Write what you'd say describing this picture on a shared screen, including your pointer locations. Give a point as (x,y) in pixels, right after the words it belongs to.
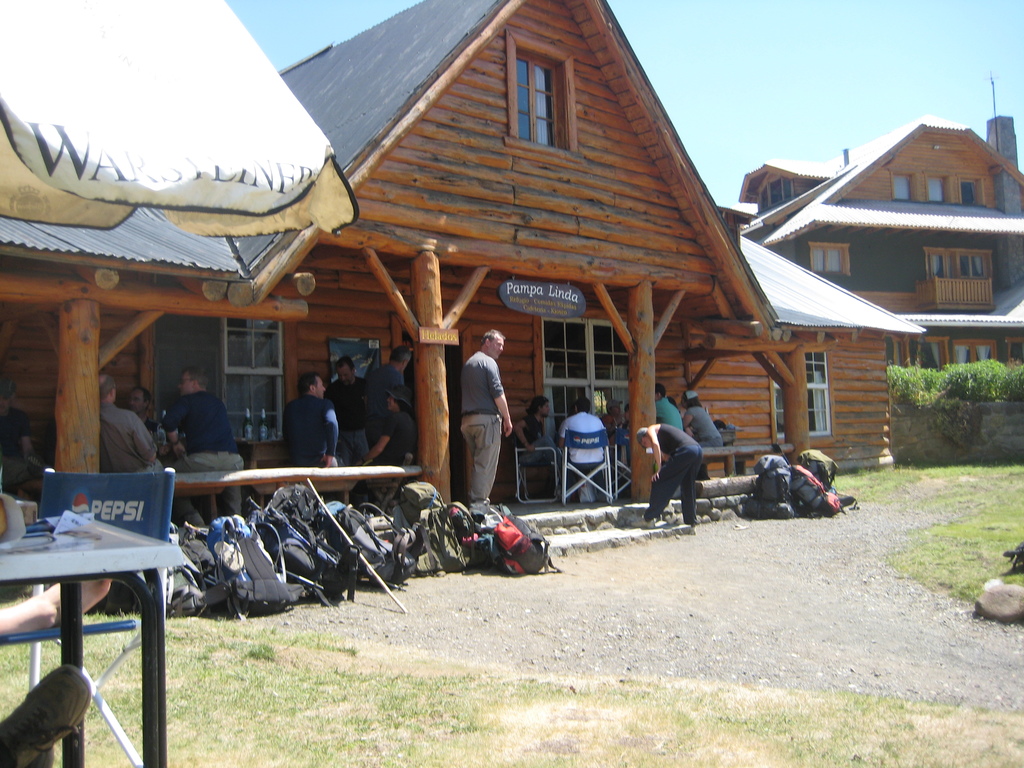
This picture shows couple of buildings (599,253) and we see bags (836,463) on the floor (889,506) and we see few people (376,433) seated and few (484,482) are standing and we see a umbrella (123,160) and a table (137,533) and we see grass (935,494) on the ground (210,723) and a blue sky (657,60) and a name board (575,315) hanging.
